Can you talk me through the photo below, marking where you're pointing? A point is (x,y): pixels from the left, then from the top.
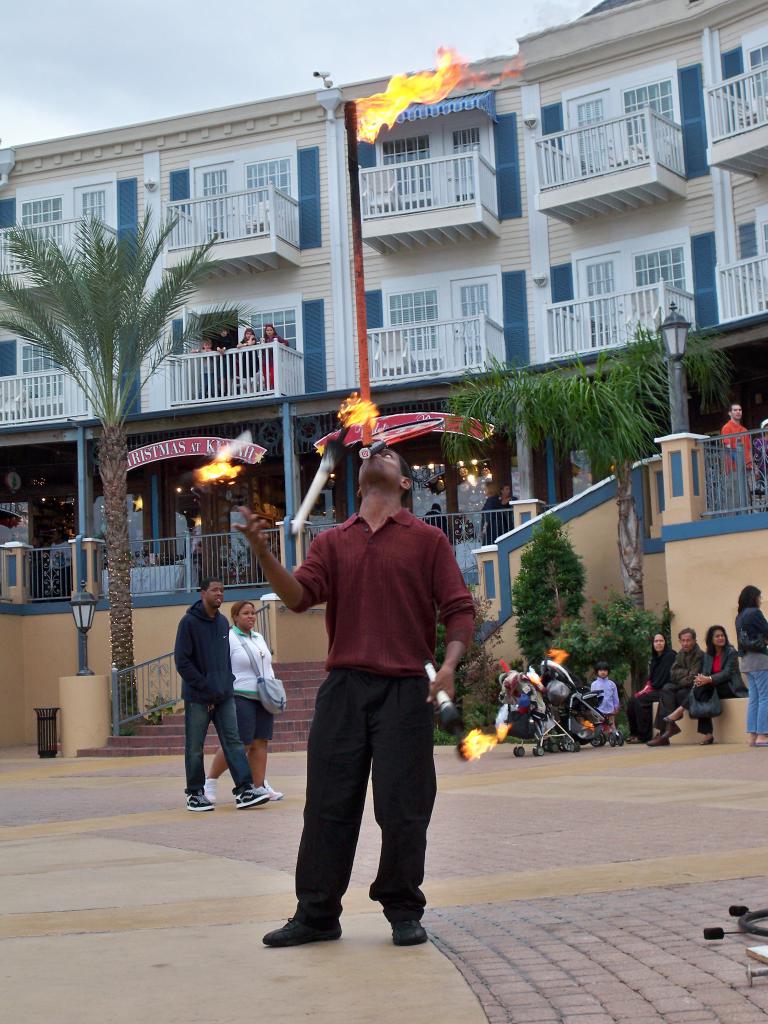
In this image I can see people (315,852) where in the front (343,792) I can see few are standing and on the right side (681,639) I can see few are sitting. In the background (22,647) I can see a building (739,514) and in the front of it I can see few trees (620,433), few poles (78,548), few lights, few plants (525,586) and few boards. I can also see the sky (327,70) in the background (28,75) and on the right side of this image (554,693) I can see two baby strollers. In the front (323,835) I can see one person (310,561) is juggling few torches (236,446) with fire (215,474).
